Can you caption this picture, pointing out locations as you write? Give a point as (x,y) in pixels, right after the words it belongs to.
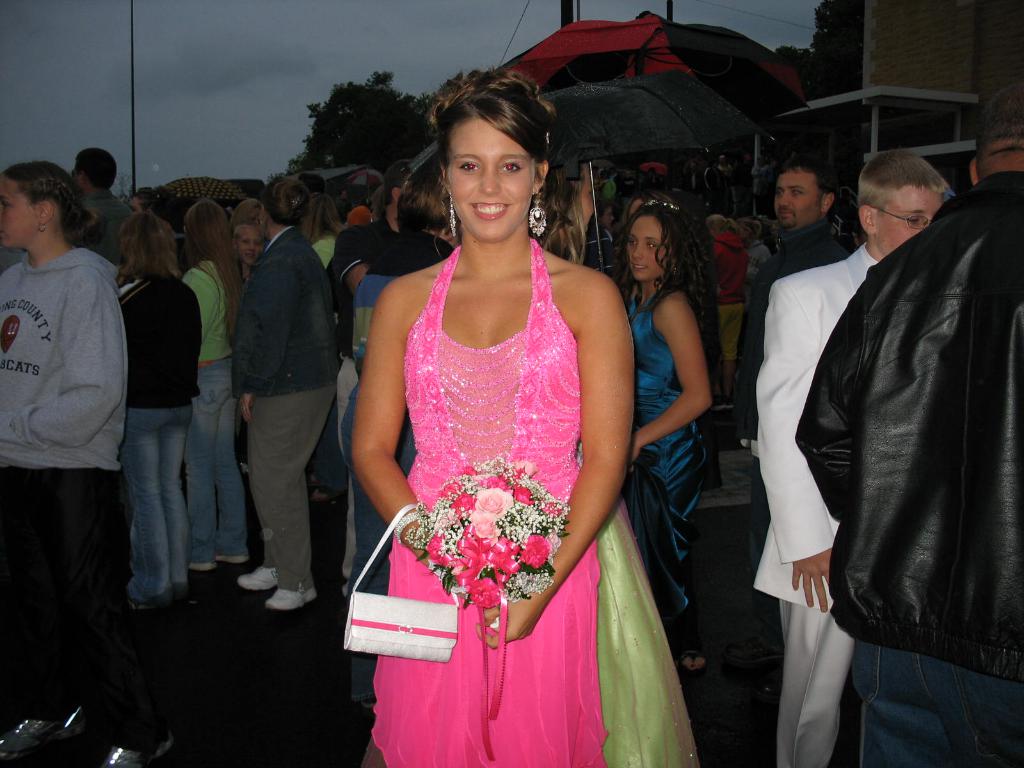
In the center of the image (421,498) we can see a lady (489,616) standing and holding a flower bouquet (482,558). In the background (861,250) there are people (939,513) and we can see buildings (919,94). There are trees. At the top (189,35) there is sky (249,83) and we can see poles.
